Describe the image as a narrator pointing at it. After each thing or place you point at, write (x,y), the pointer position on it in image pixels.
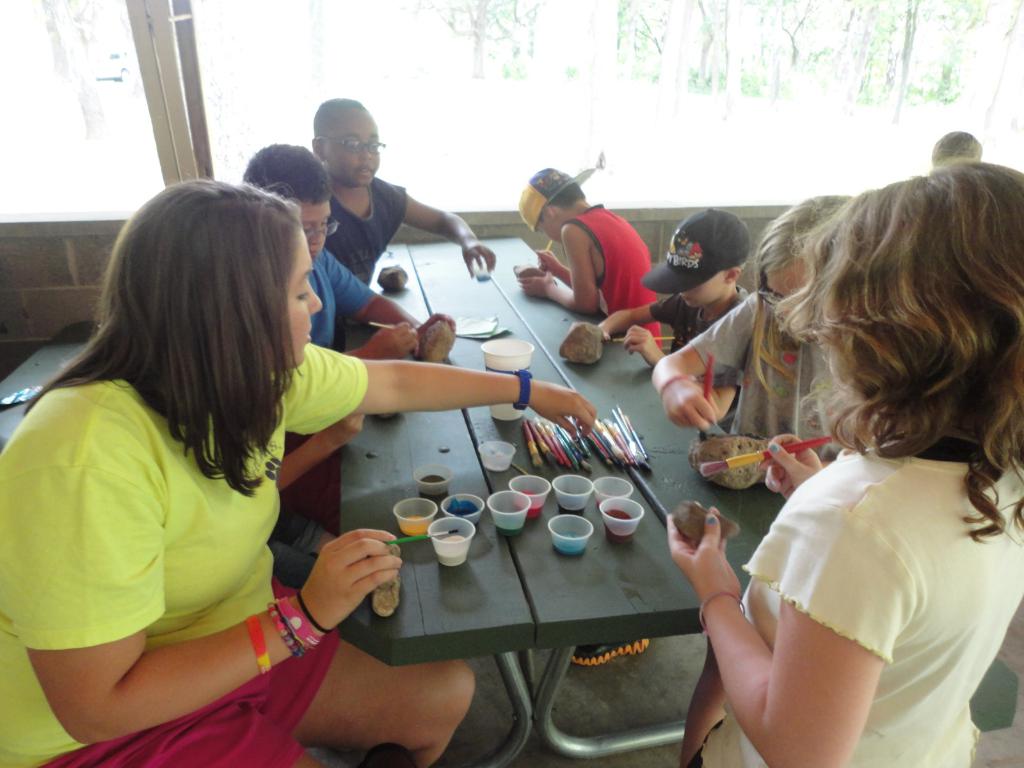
In this image there are group of persons (712,339) who are playing with paint brushes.
